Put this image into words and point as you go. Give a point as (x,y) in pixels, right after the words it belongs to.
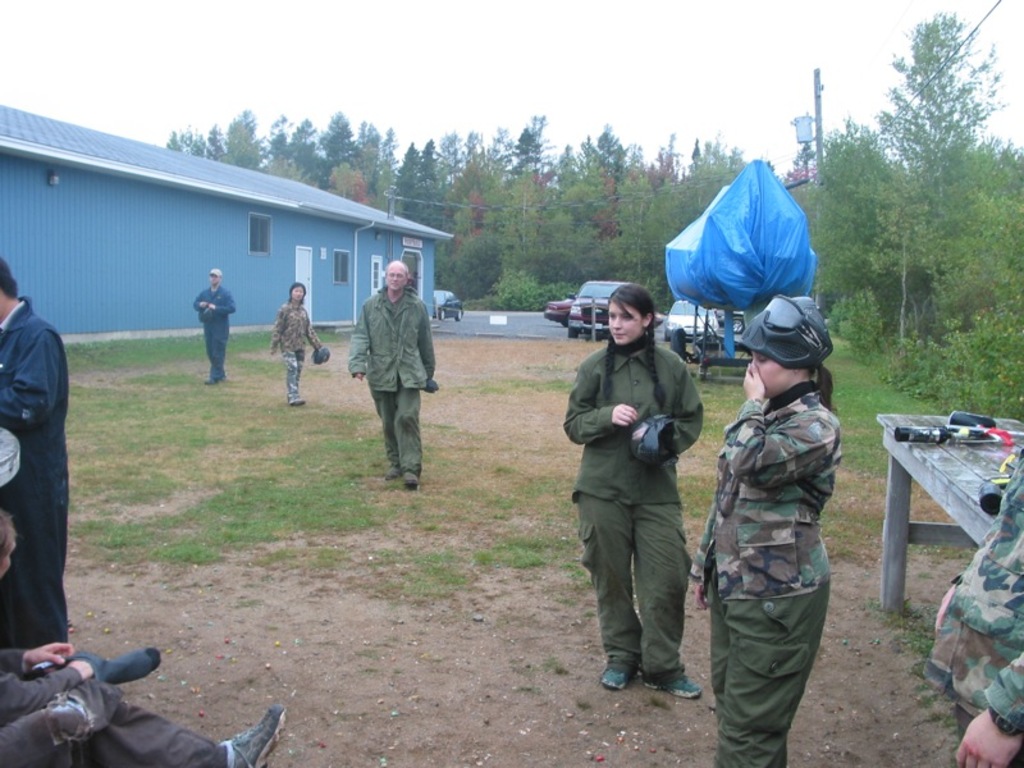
In this picture there is a woman (640,378) who is wearing shirt (604,430), trouser (594,534) and shoe (620,684). He is holding a helmet (648,442). In front of him there is another woman (816,478) who is wearing helmet (821,327), goggle (783,313), shirt (764,501) and trouser (733,688). in the bottom right corner (1014,695) there is a man (948,691) who is standing near to the table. On the table (983,471) we can see the guns (1003,487) and other objects (994,433). On the left (29,316) there is a man (45,408) who is wearing jacket (35,346) and he is standing near to the man (10,682) who is sitting on the ground (359,500). In the center (398,276) there is a old man (389,356) who is walking on the ground (399,541). In the background (737,332) we can see many cars (600,330) and other vehicles (707,342) which is parked on the ground (549,339). On the left (241,273) there is a shed (312,293). On the right (962,213) we can see many trees (923,228). On the right (818,98) background (818,181) there is a tarp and pole (816,119). At the top (645,8) there is a sky (570,28). In the left (195,362) we can see the grass (169,392). In the shed (307,262) we can see windows (347,281), pipes (355,261) and door (307,283).
